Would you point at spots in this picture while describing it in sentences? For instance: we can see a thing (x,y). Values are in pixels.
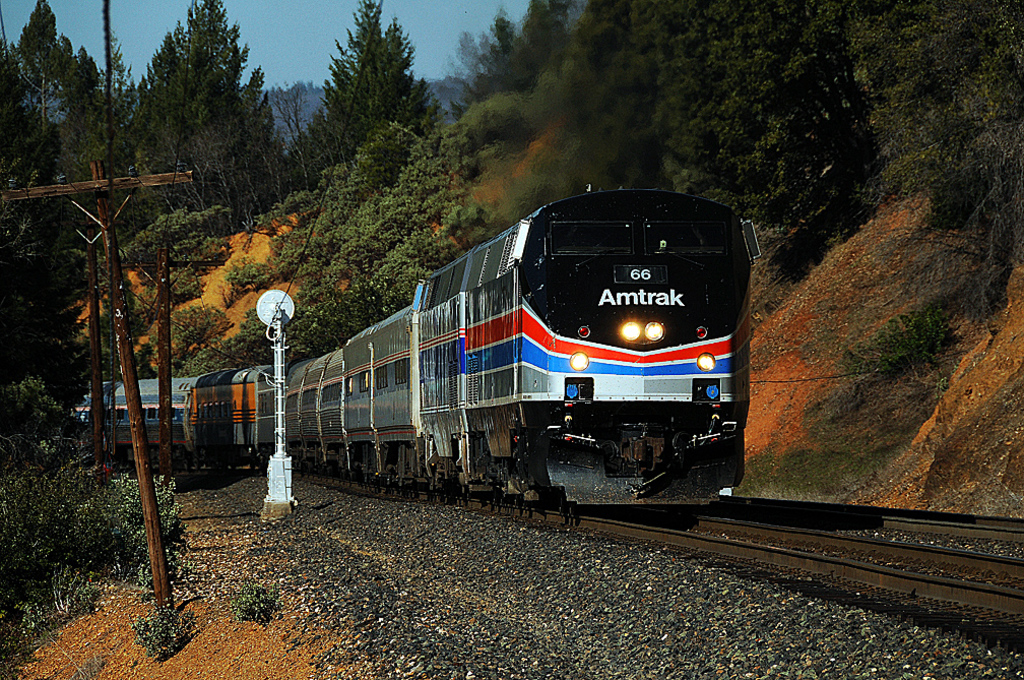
Train (483,442) is on train track (815,512). Background (783,175) there are trees (416,86). Here we can see current poles (93,183) with cables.
